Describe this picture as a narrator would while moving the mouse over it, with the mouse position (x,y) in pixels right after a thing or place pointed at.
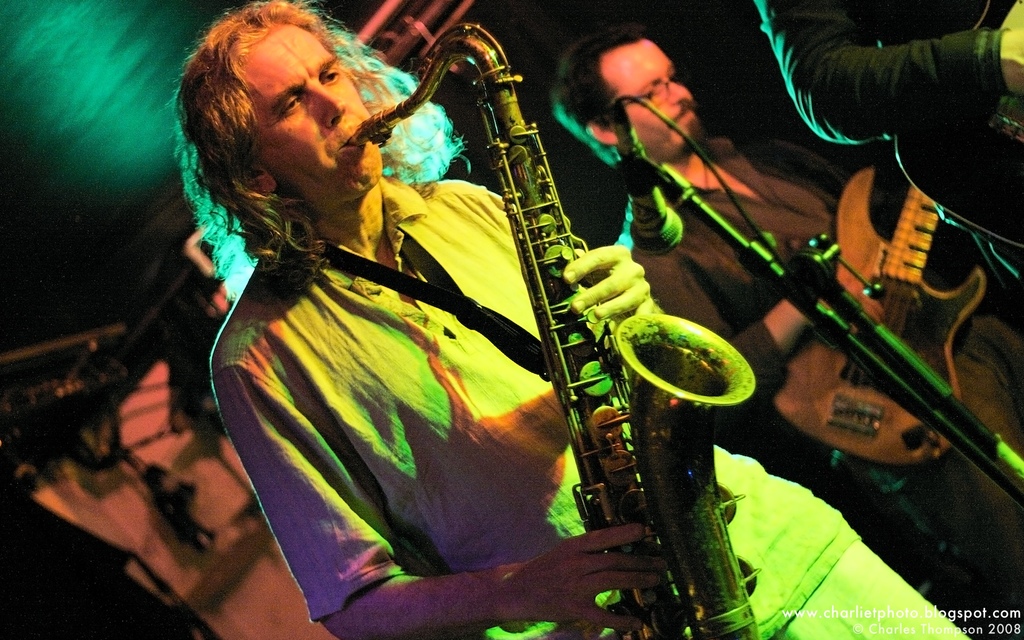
On the bottom right (948,630), there is a watermark (889,619). On the right side (879,483), there are three persons (396,223) playing musical instruments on a stage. Beside them, there is a mic (625,165) attached to a stand (1007,452). In the background (187,253), there is a roof (57,20) and other objects (66,483). And the background (92,213) is dark in color.
